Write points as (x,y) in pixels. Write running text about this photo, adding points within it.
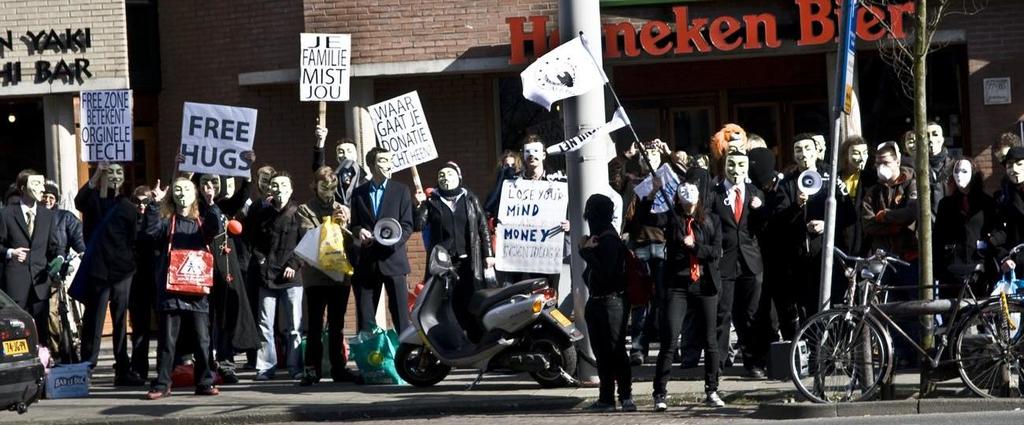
In this image there is a road (462,417). There are cycles (832,337) on the right side (845,334). There is a scooter (526,327). There is a car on the left side (37,403). There are people (441,180) wearing a face mask (689,188) are standing. They are holding some banners (406,146) and flags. There are buildings (199,93) in the background (632,95). There is a tree (927,241) on the right side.
